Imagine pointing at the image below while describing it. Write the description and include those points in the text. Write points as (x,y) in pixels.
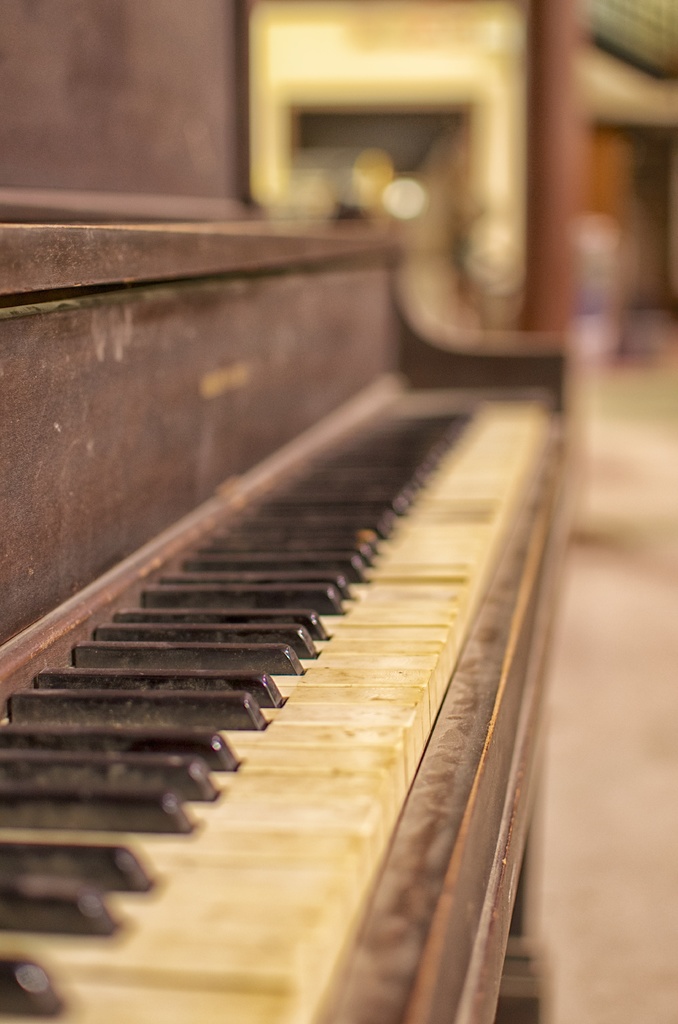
In this Picture we see a beautiful wooden piano (388,552) on the floor (607,742) having a combination of white and black buttons (308,767). On behind we can see wooden pillar (547,93) and roof top (672,31).
